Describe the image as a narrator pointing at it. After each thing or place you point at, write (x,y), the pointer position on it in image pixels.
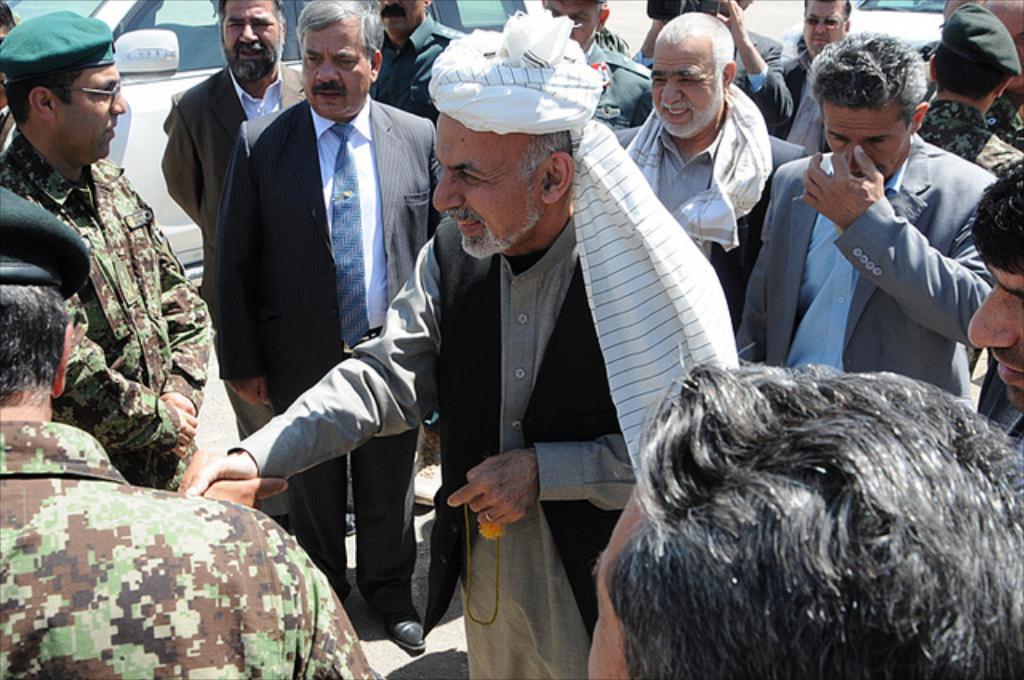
In this image I can see crowd of people (811,323) and the vehicle (856,11).
